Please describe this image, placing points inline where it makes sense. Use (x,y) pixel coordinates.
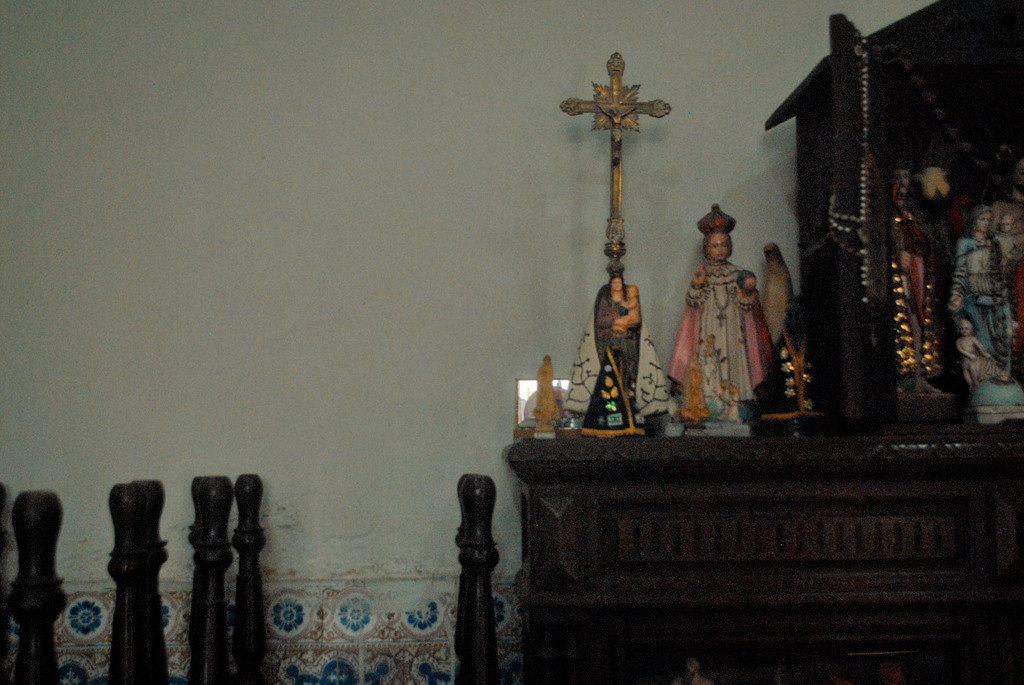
On the right (811,323) there are idols (590,356), cross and other objects (925,375) on a desk (793,477). On the left (225,520) there are some wooden objects (243,543). In the picture there is wall (360,195) painted white.
